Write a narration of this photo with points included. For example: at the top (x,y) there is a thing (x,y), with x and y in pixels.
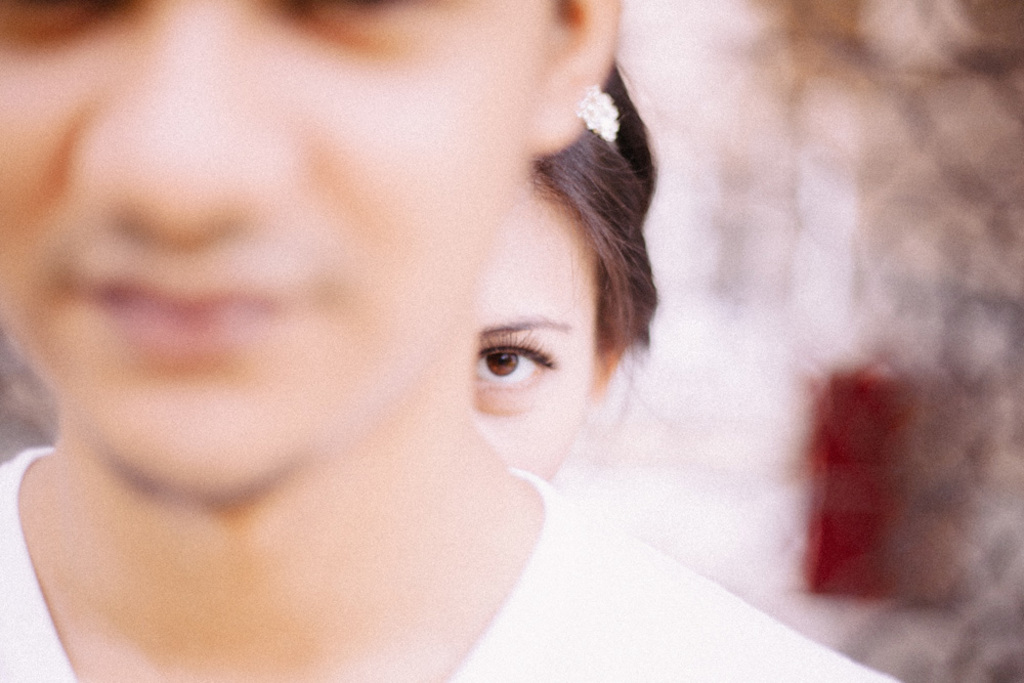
As we can see in the image in the front (421,330) there are two women (421,330) and the background (1001,445) is blurred.
